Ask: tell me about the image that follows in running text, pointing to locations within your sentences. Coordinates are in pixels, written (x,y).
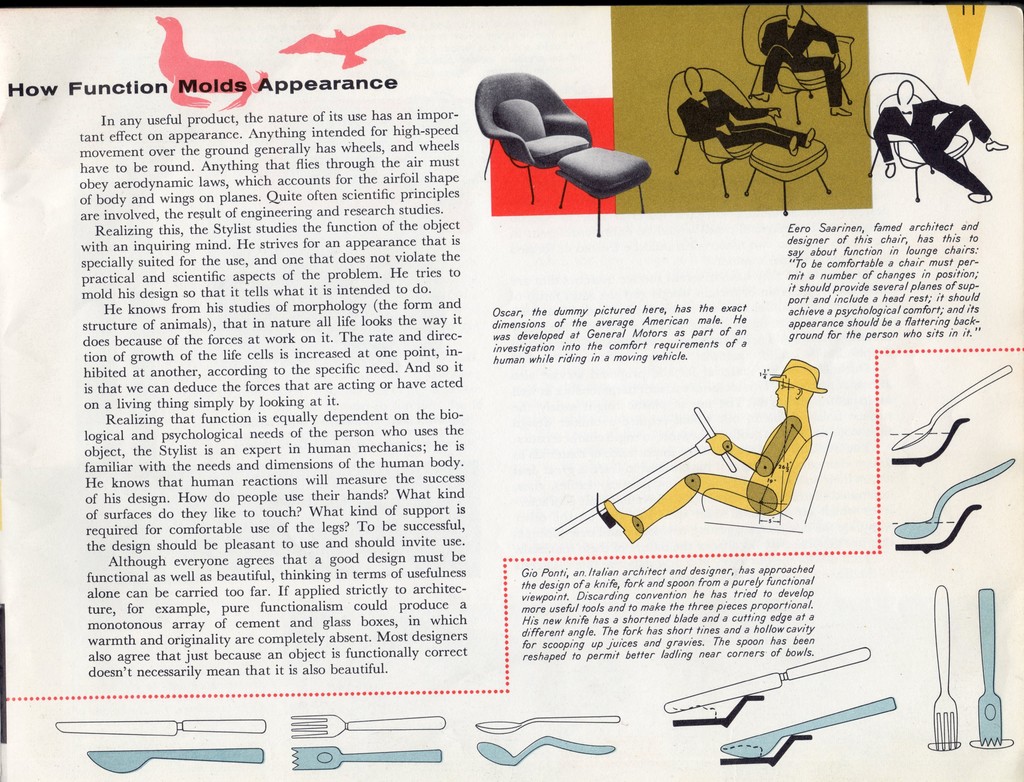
In this image I can see a newspaper picture (658,570) in which I can see spoons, forks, birds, chairs (526,151) and four persons paintings (746,453).
